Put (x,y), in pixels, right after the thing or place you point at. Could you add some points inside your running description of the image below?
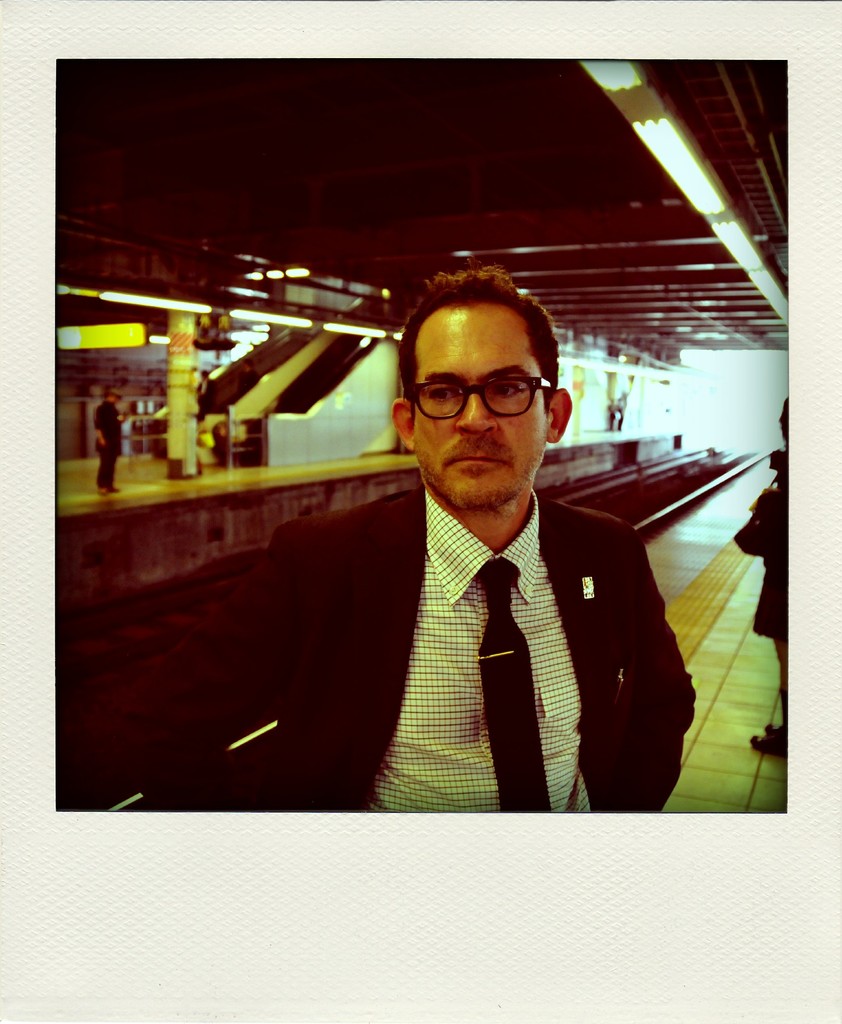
Front this man (488,453) wore a suit (600,562), tie (500,585) and spectacles (482,399). Background (187,326) we can see train track (627,498), people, pillar (175,453) and lights (717,236). These lights (736,235) are attached to the rooftop (491,201).
